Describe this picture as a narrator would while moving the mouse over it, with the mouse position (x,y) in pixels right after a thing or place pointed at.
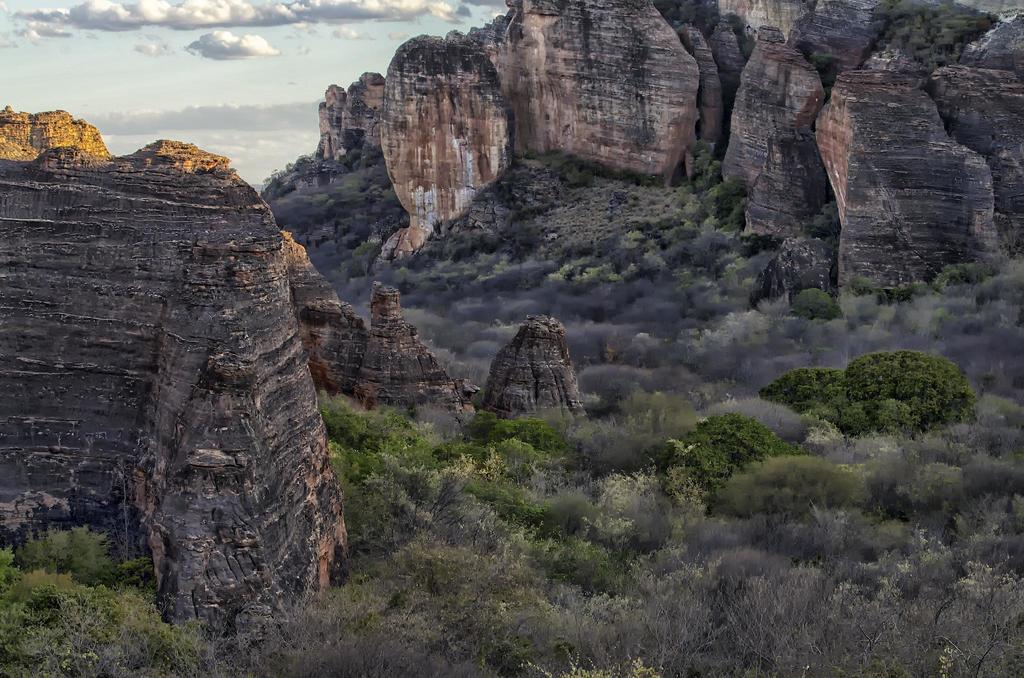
There are mountains (61,304), trees (1013,275) and plants (528,524) on the ground (487,526). In the background (349,35), there are clouds (212,55) in the sky (146,58).
